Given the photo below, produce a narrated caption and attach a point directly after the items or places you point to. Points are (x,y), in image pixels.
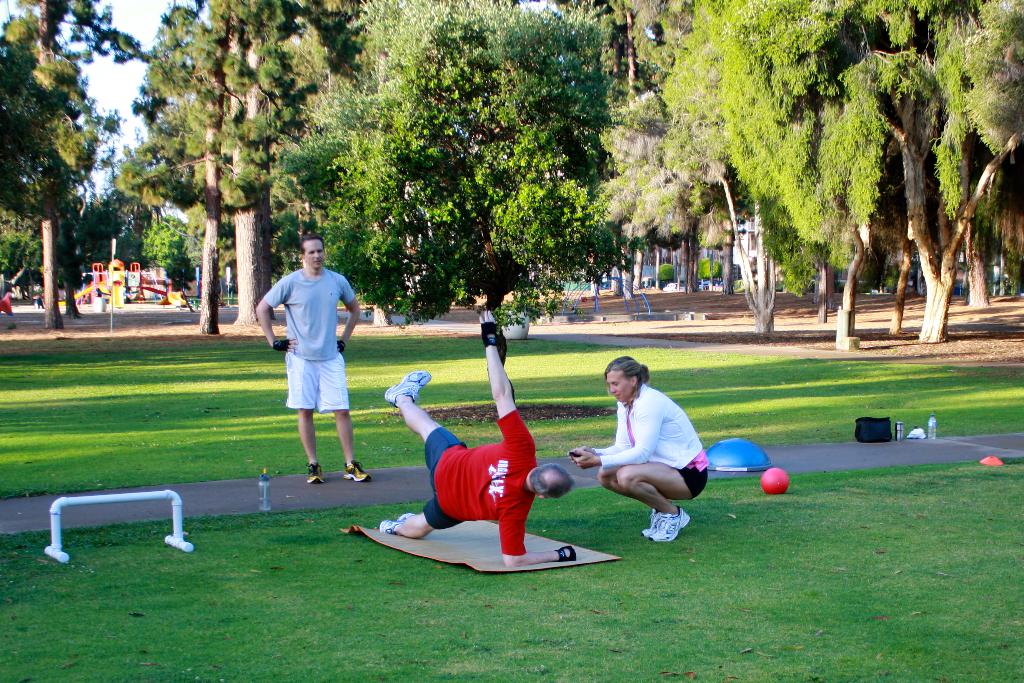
In this image there are three people (518,563) where one of them is doing yoga on grass (605,504), beside him there is a man (349,478) standing and women (681,525) in squat position. Also there is a park (19,315) and so many trees (800,267) behind them.
